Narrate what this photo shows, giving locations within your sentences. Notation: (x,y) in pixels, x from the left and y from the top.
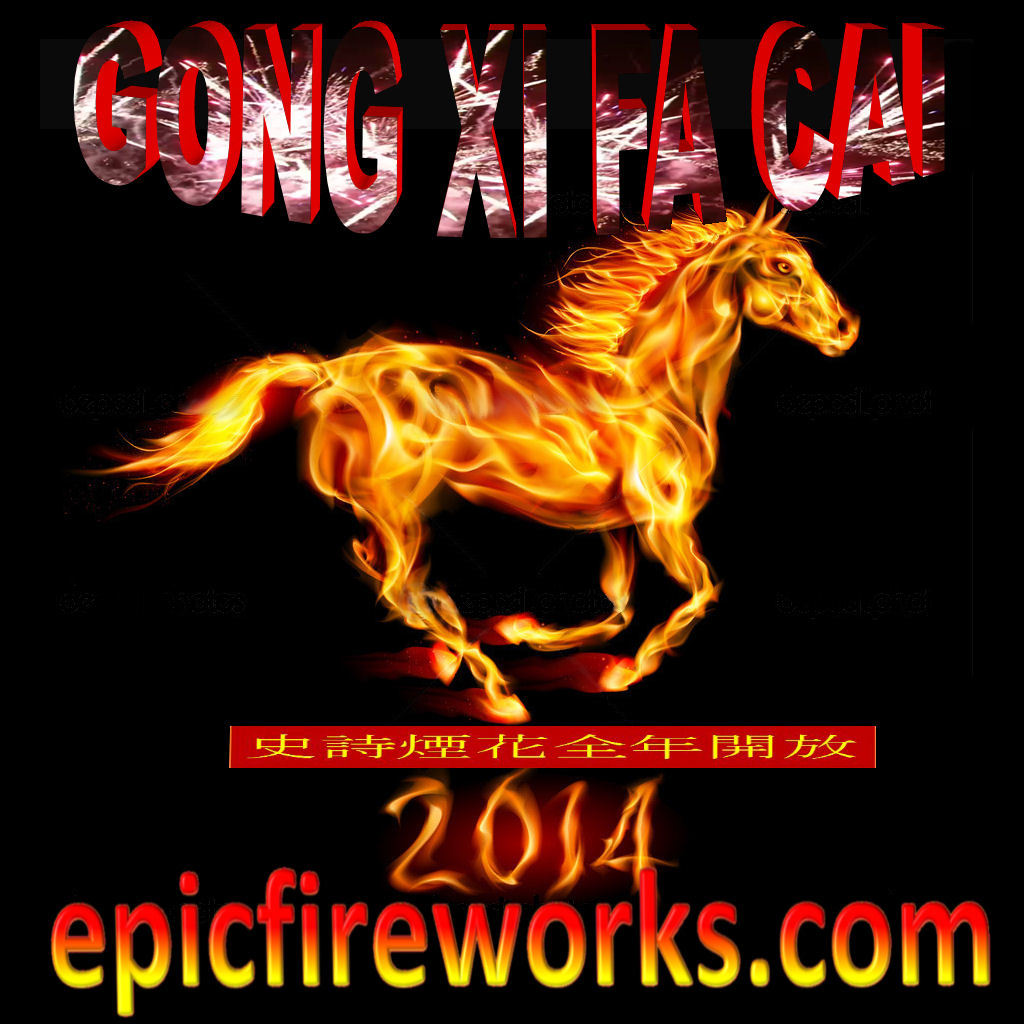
In this image I can see a poster (252,380). Something is written on the poster (747,318). There is an image of a horse (617,375) on the poster (466,724).
